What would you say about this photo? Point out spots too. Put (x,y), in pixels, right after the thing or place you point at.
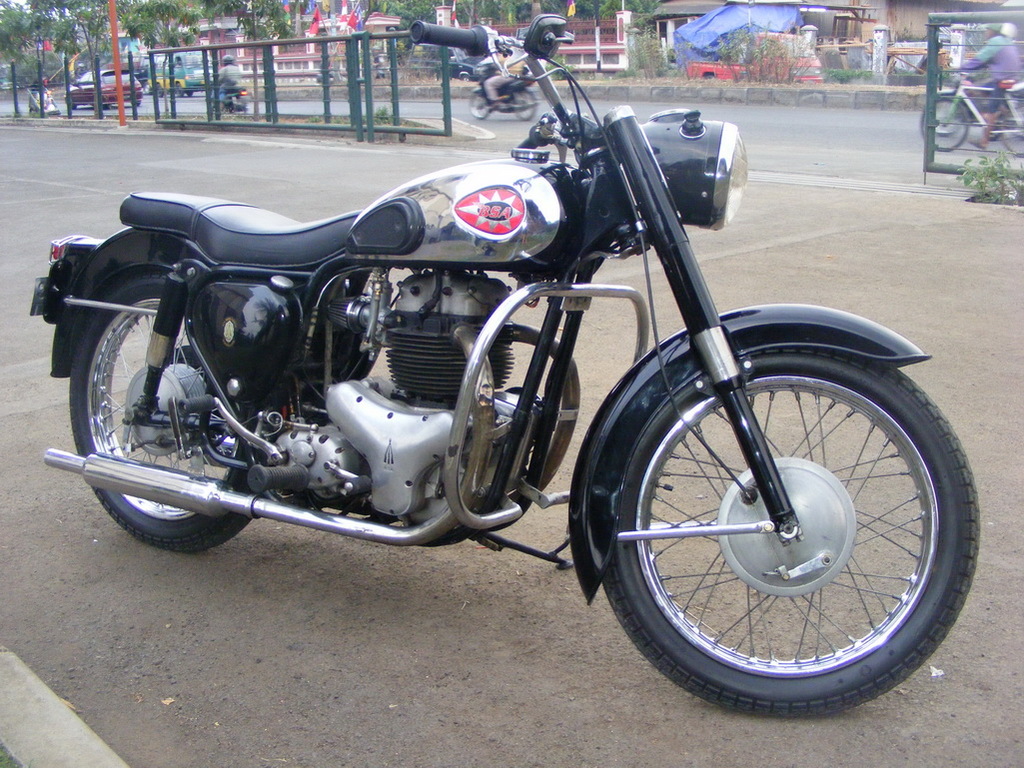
In this image I can see the motorbike (360,378) which is in black and silver color. It is on the road (509,593). To the side I can see the railing (443,108) and few people (1001,44) riding the bikes (494,103) and bicycles (957,82) and also I can see few vehicles (110,69). To the side of the road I can see many trees (29,47), buildings (672,9) and also poles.
